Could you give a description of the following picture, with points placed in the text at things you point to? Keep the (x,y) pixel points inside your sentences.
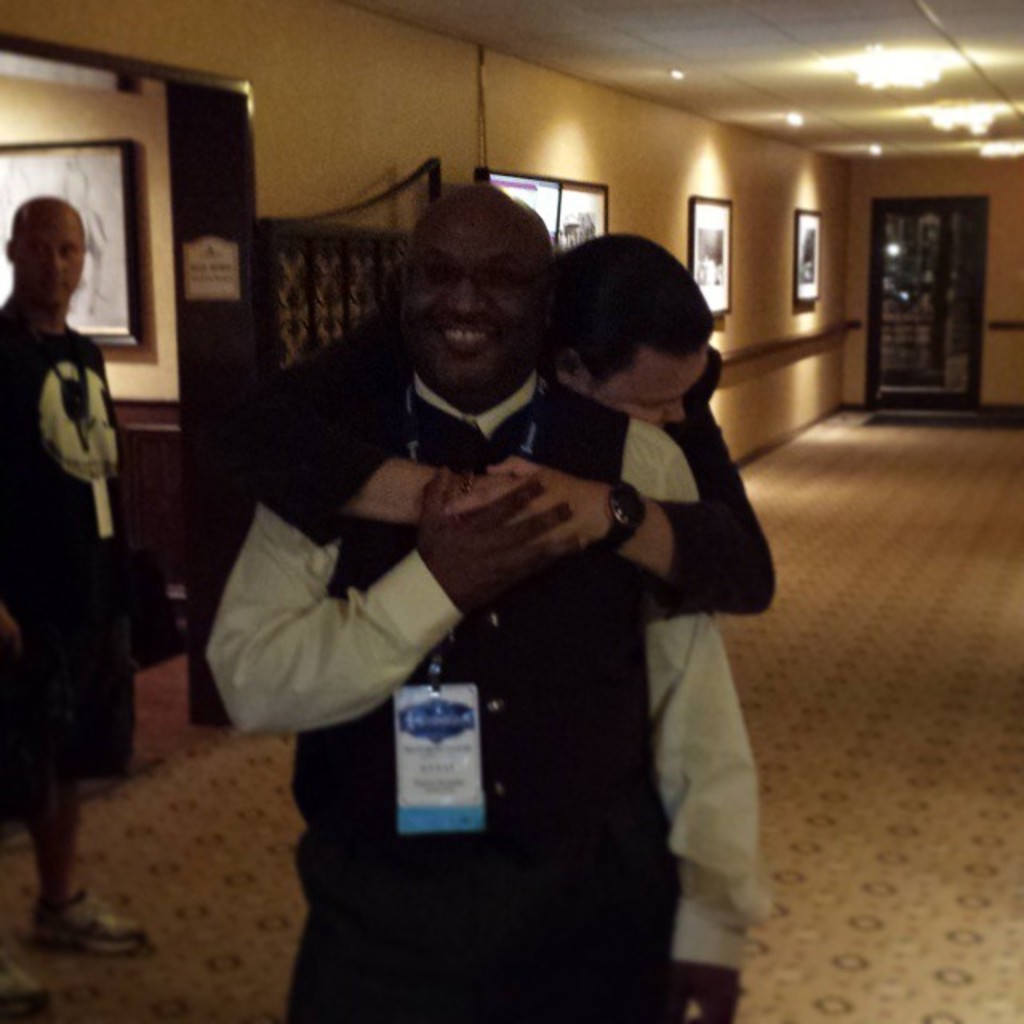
In this image we can see these people (523,408) are hugging each other and standing on the floor (105,845). Here we can see another person (51,804) standing, we can see frames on the wall (916,180) and the lights (1004,146) to the ceiling (693,34).
